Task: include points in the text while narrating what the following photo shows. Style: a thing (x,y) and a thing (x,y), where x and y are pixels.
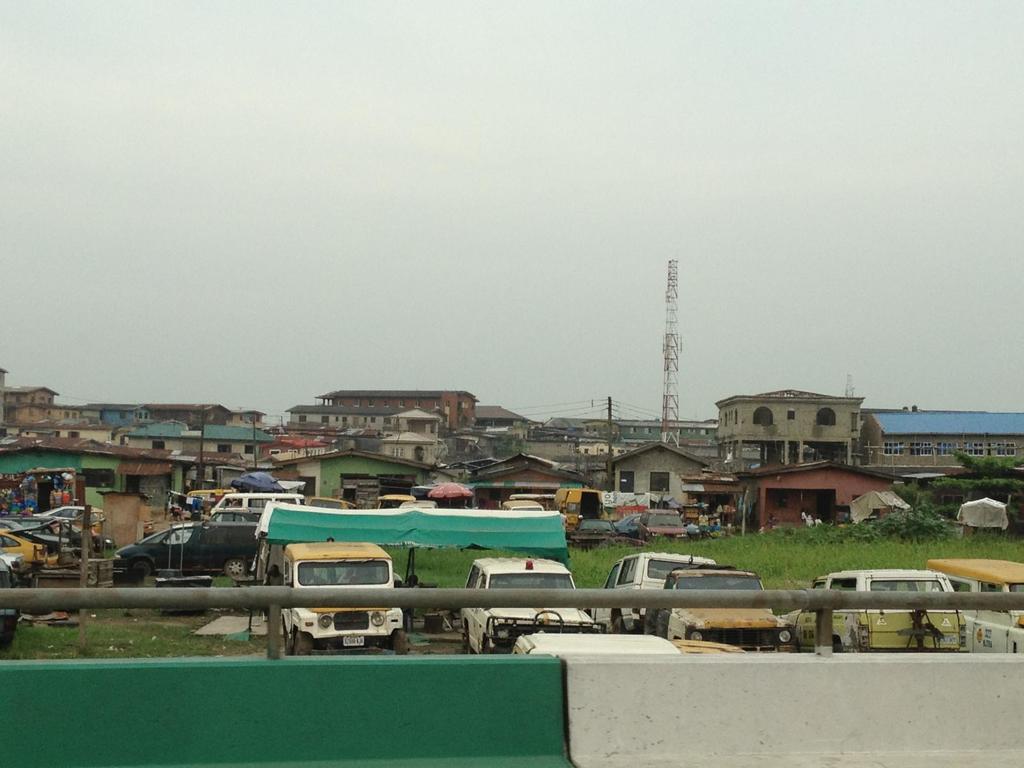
In this image, there are a few houses (160,433), vehicles (214,556), poles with wires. We can also see the ground (879,539) with some objects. We can see some grass (608,560) and the sheds (365,514). We can also see the sky (659,381) and a tower (673,278). We can also see the wall (459,654) with an object (828,606).
